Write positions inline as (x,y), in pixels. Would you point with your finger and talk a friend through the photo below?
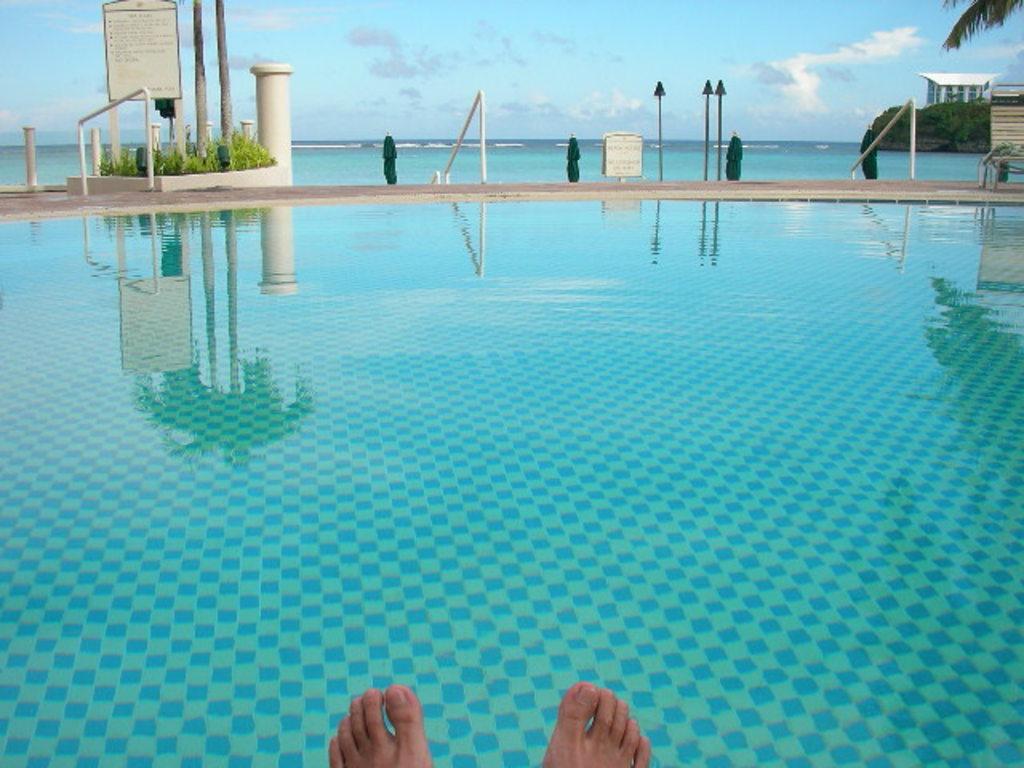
In the picture we can see a pool (305,657) with water (1007,671) in it and behind it, we can see a pathway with poles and some grass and behind it also we can see water surface (349,178) and in the background (411,5) we can see the sky (509,115) with clouds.
